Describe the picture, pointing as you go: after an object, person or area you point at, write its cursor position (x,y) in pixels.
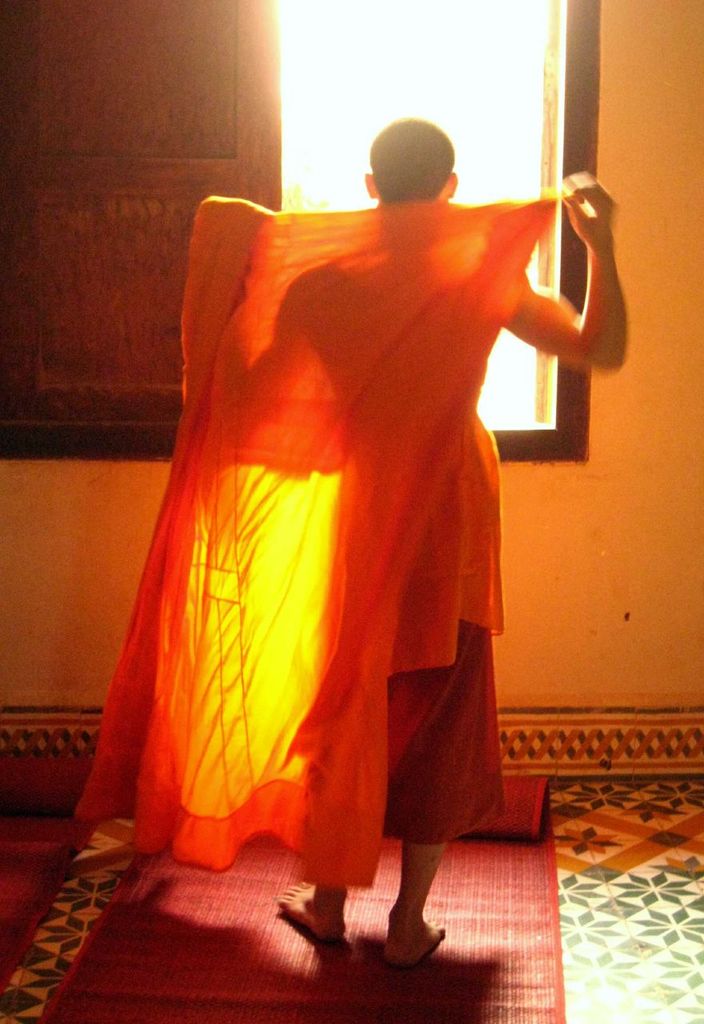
In the image I can see a person (493,440) is holding a cloth (368,654). He is on the mat (459,891). In front I can see window (399,78) and wall (674,405).
